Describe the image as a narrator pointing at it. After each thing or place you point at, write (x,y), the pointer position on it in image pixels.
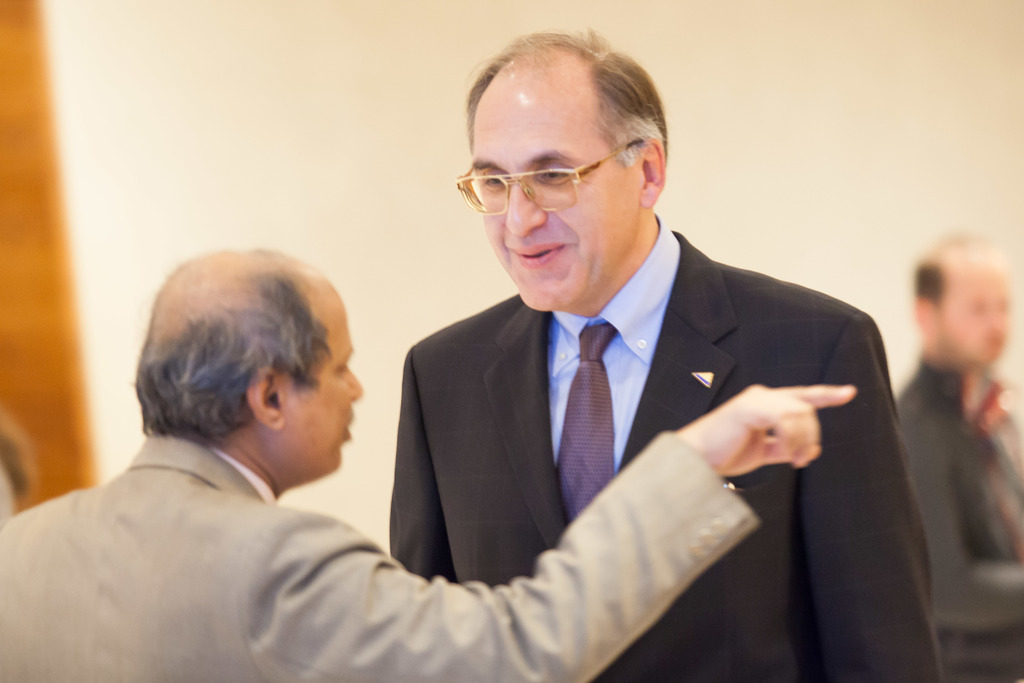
In this picture I can see 2 men (507,392) in front (407,494) who are wearing formal dress (423,409) and I see that they're standing. In the background (61,259) I can see the wall (874,25) and I can see another man (951,263) on the right side of this picture (964,348).
